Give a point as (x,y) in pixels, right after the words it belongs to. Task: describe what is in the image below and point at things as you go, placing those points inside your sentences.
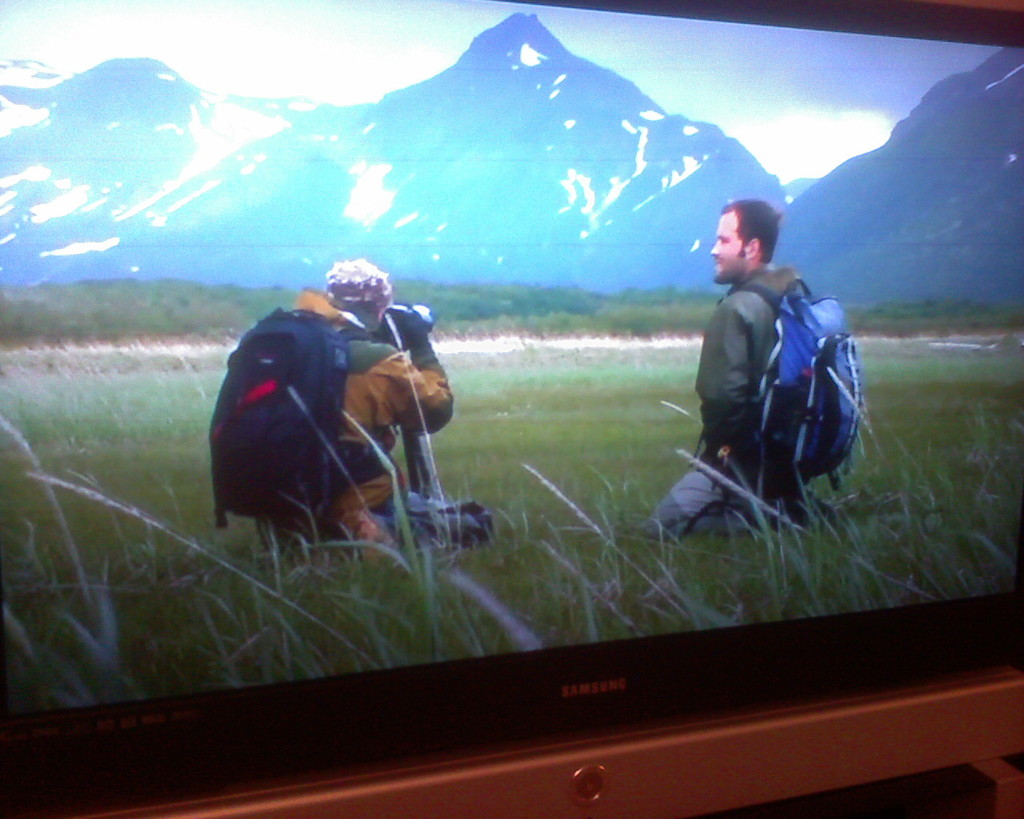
In this image I can see the screen (581,623). In the screen (430,622) I can see the two people (797,450) with different color dresses (383,399) and bags (801,342). These people (681,501) are on the grass (506,557). In the background (504,260) I can see mountains (471,91) and the sky (656,62).
